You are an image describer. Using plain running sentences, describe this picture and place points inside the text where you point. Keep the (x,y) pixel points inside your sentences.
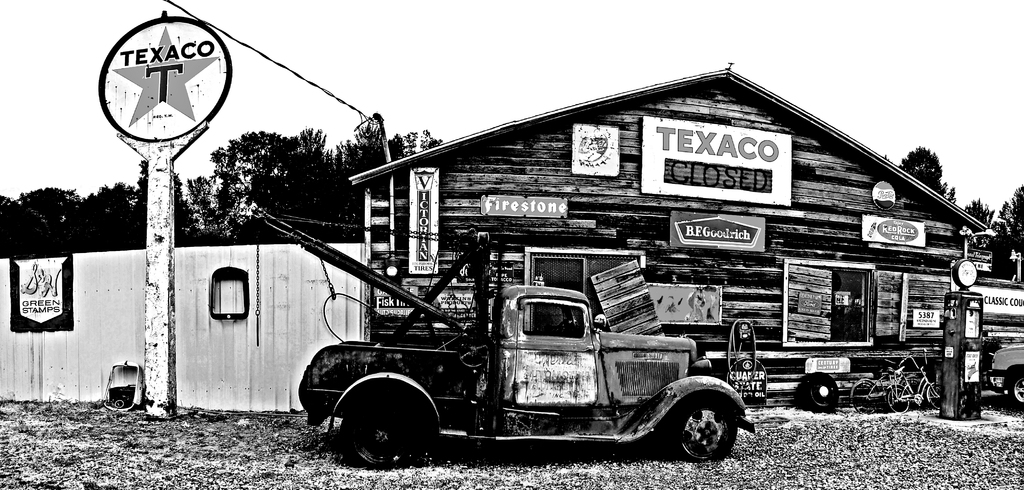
In this image I can see a vehicle (436,379) in the front (534,388). In the background (648,333) I can see a building (775,214), a pole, a wire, number of boards (597,171), number of trees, two bicycles (929,382) and on these boards (562,207) I can see something is written. On the right side of the image (995,384) I can see an object (958,271) and one more vehicle (1006,364). I can also see this image is black and white in colour.
